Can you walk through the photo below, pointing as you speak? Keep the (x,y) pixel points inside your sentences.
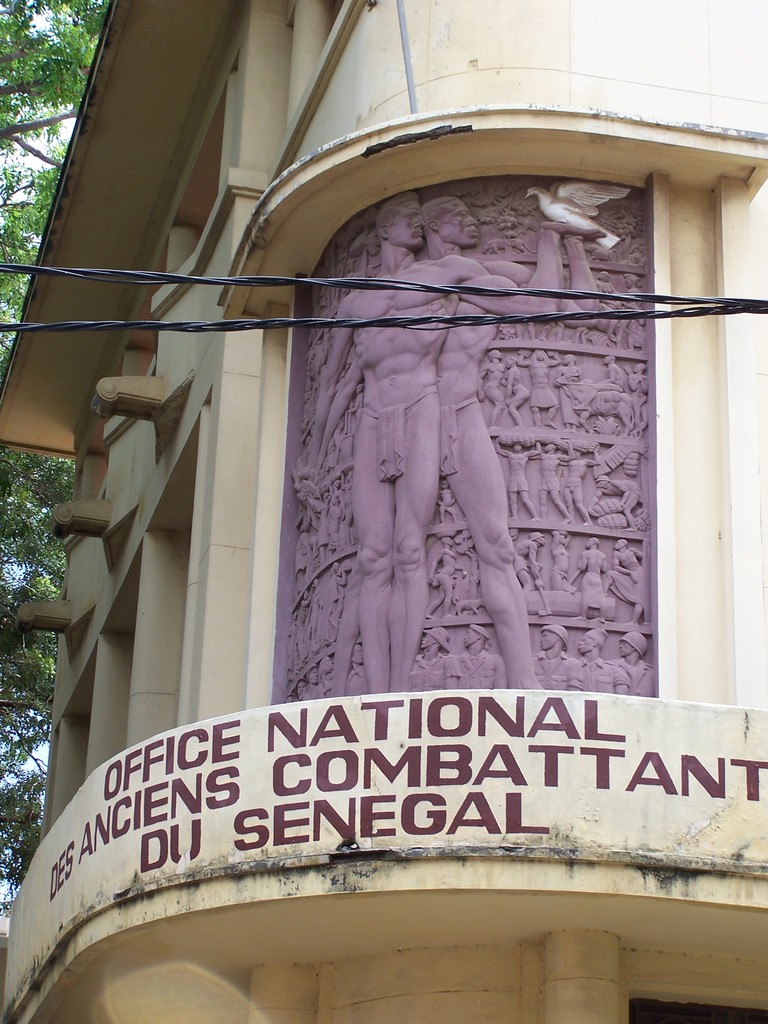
In front of the image there are sculptures (442,520) and there is some text (487,794) on the building (747,90). There are cables (740,309). In the background of the image (18,534) there are trees (48,182).
